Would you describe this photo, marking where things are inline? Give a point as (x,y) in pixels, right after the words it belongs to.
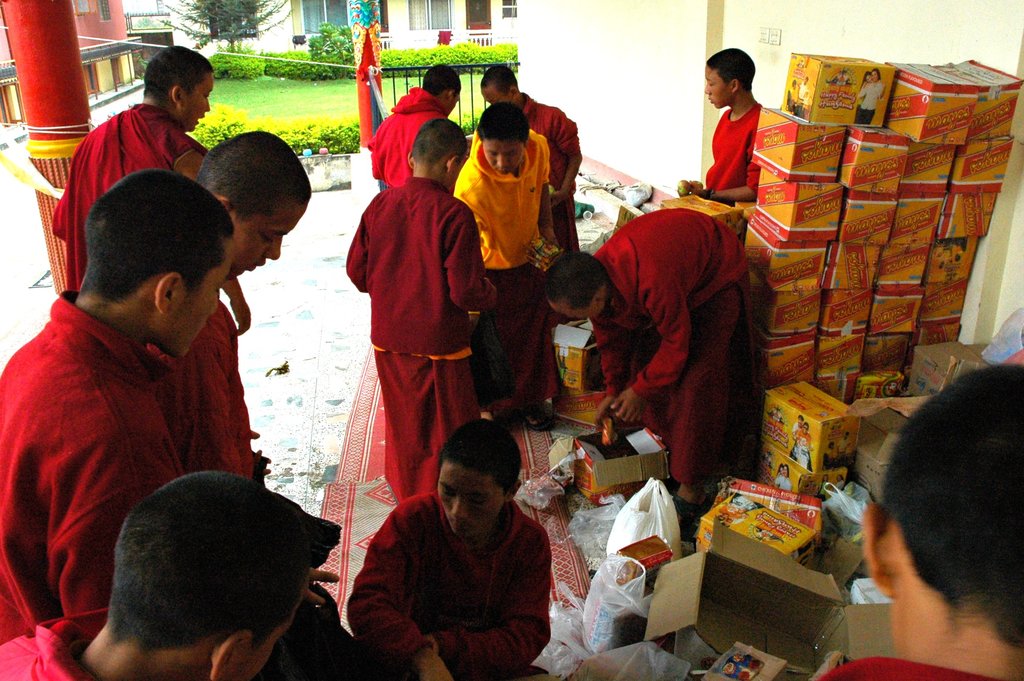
In this image I can see people (403,467), mats (383,453), pillar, cardboard boxes (740,524), windows (335,11), plants (209,38), grass (290,95), railing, buildings (117,13), plastic covers (627,534) and objects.
